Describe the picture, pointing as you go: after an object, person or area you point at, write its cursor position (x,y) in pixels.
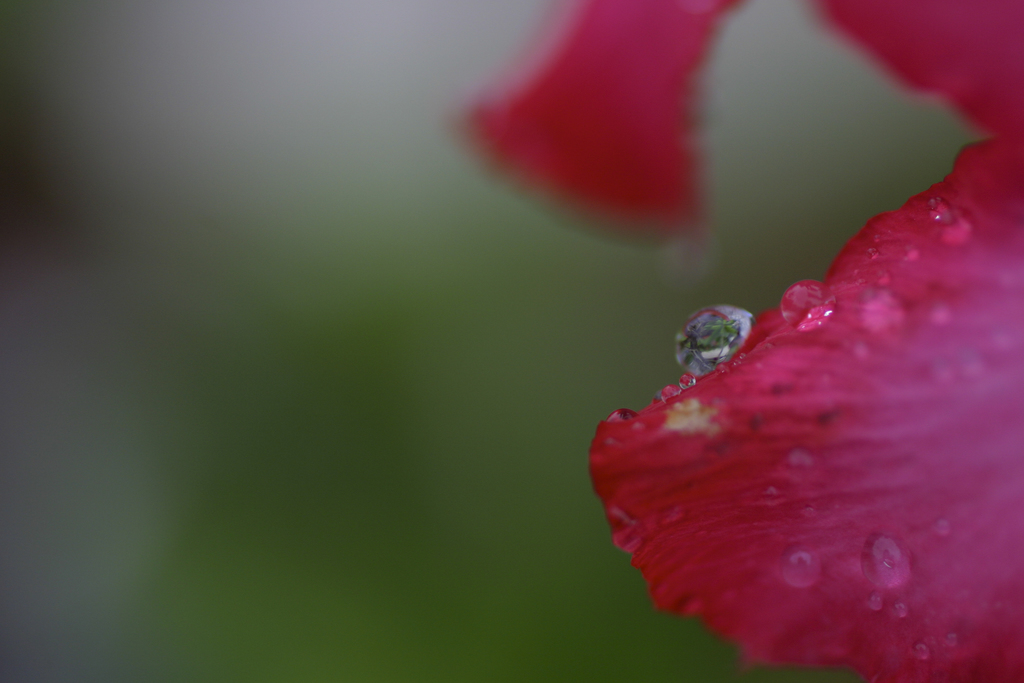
This image consists of a flower petal (775,458) on which we can see water droplets (725,347) and the background (266,265) is blurred.
